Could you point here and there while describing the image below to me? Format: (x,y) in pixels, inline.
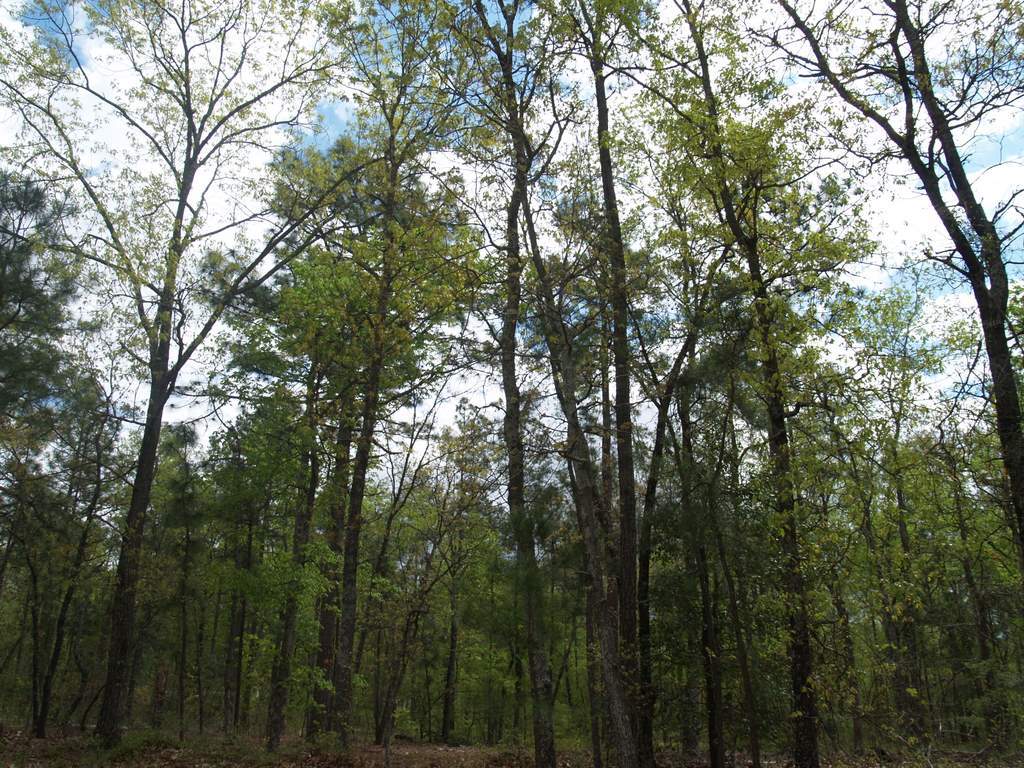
In this picture we can see trees (334,587), there is the sky (382,39) and clouds (254,57) at the top of the picture (424,39).
